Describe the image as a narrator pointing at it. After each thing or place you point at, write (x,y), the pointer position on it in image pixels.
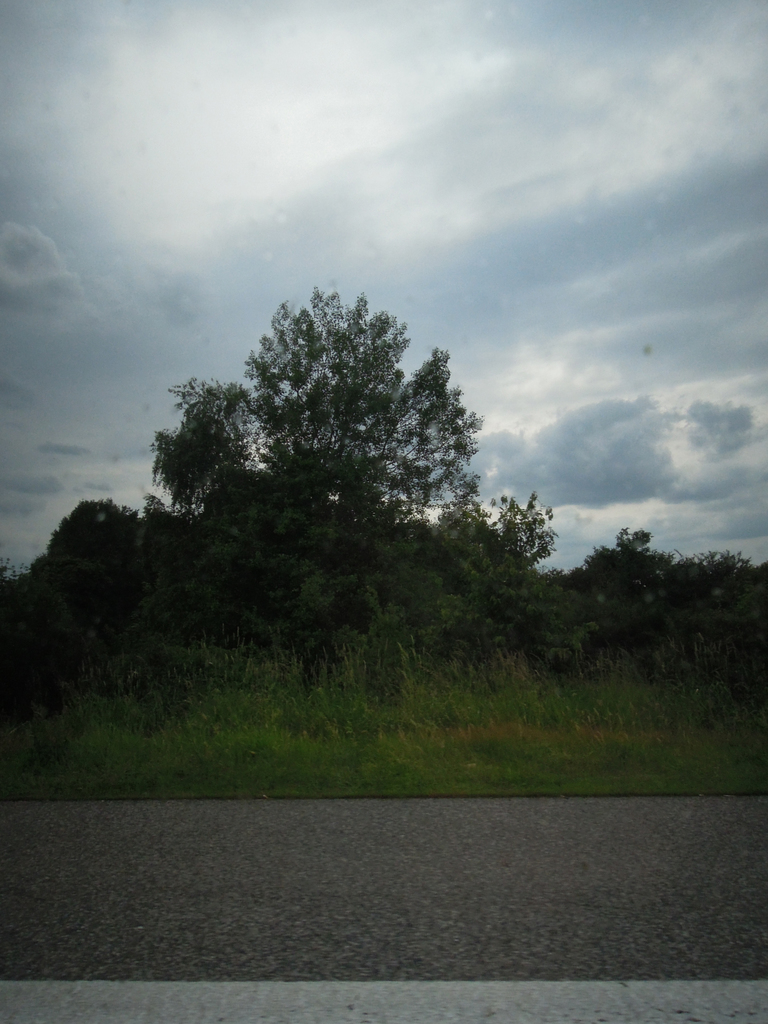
There is a road (353,952). Near to the road (377,940) there are plants (311,670) and trees (343,577). In the background (407,223) there is sky (453,242) with clouds (696,476).
